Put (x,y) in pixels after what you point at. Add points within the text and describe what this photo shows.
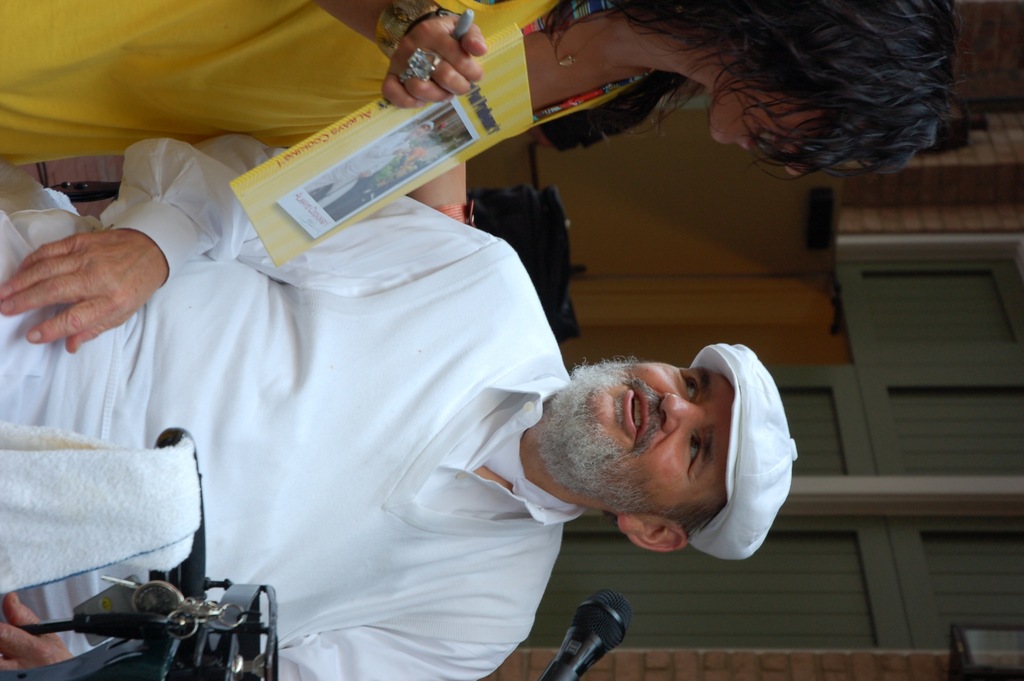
In the image we can see a man (323,419) and a woman (121,125) wearing clothes (307,324) and the man (712,475) is wearing a cap (732,506). This is a book (381,170), napkin (112,483), microphone (584,618), finger ring (421,61), neck chain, bracelet (406,25) and a wall (777,351).
